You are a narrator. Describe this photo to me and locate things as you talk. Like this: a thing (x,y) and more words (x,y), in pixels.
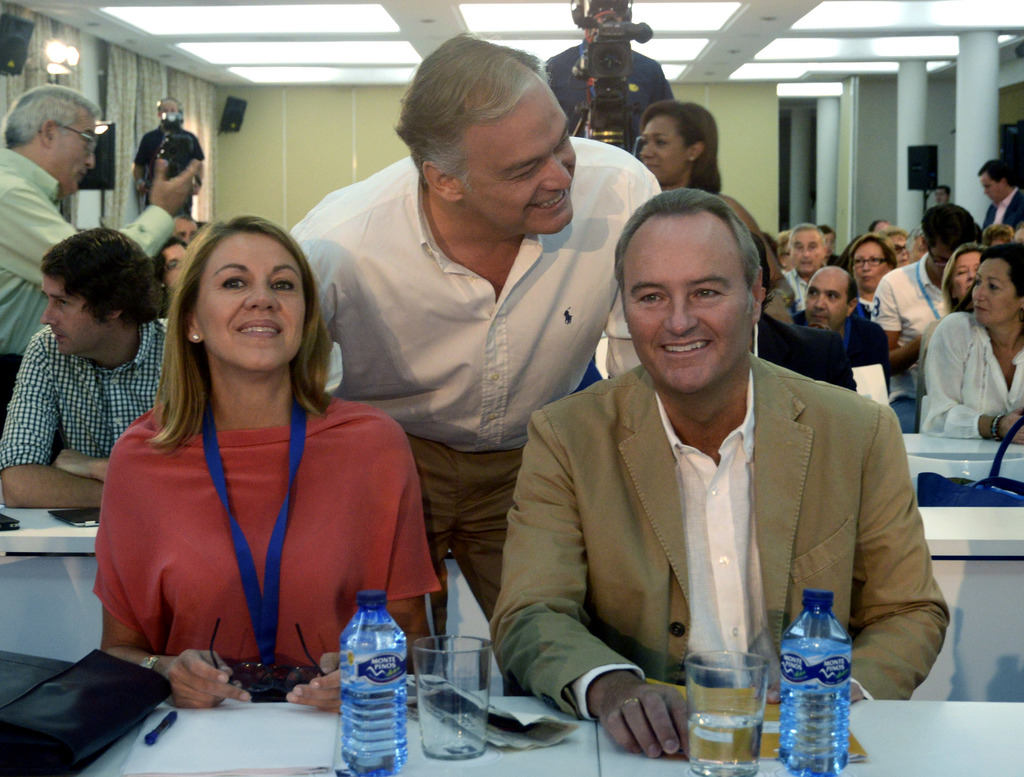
This image is taken indoors. In the background (208,163) there is a wall (243,170) with a few curtains (152,99) and there are a few speaker boxes (9,44) and lights (59,62). There are a few pillars (821,143). At the top of the image (392,34) there is a roof (785,38) and there is a camera (617,65) on the stand (602,117). At the bottom of the image (464,741) there is a table (949,751) with water bottle (785,748), glasses (719,726), papers (186,738) and a few things (65,694) on it. In the middle of the image (448,392) a woman (282,392) and a man (673,492) are sitting on the chairs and a man (452,418) is standing on the floor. In this image many people (671,288) are sitting on the chairs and a few are standing. On the left side of the image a man (42,197) is standing and clicking pictures with a camera (174,163).
